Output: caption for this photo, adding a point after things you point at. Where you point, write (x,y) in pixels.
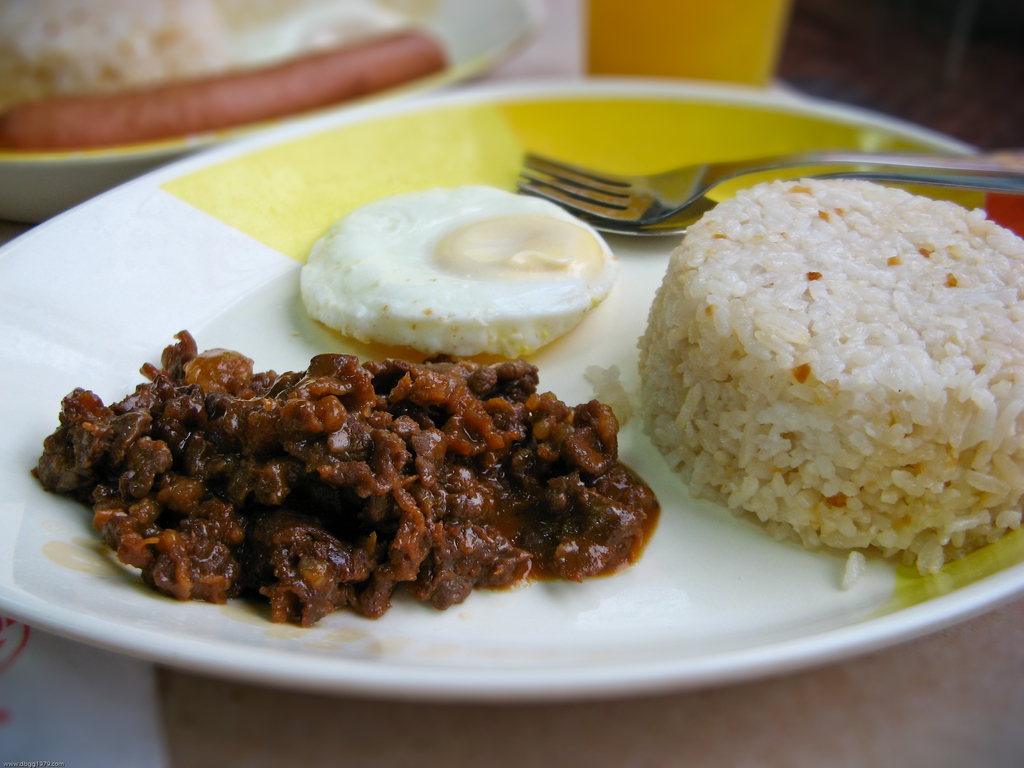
In this image I can see two plates (310,202) which consists of some food items (180,344) and a fork (658,204). Beside the plate (542,126) there is a glass (641,29). These plates (574,126) are placed on a table (731,696).
